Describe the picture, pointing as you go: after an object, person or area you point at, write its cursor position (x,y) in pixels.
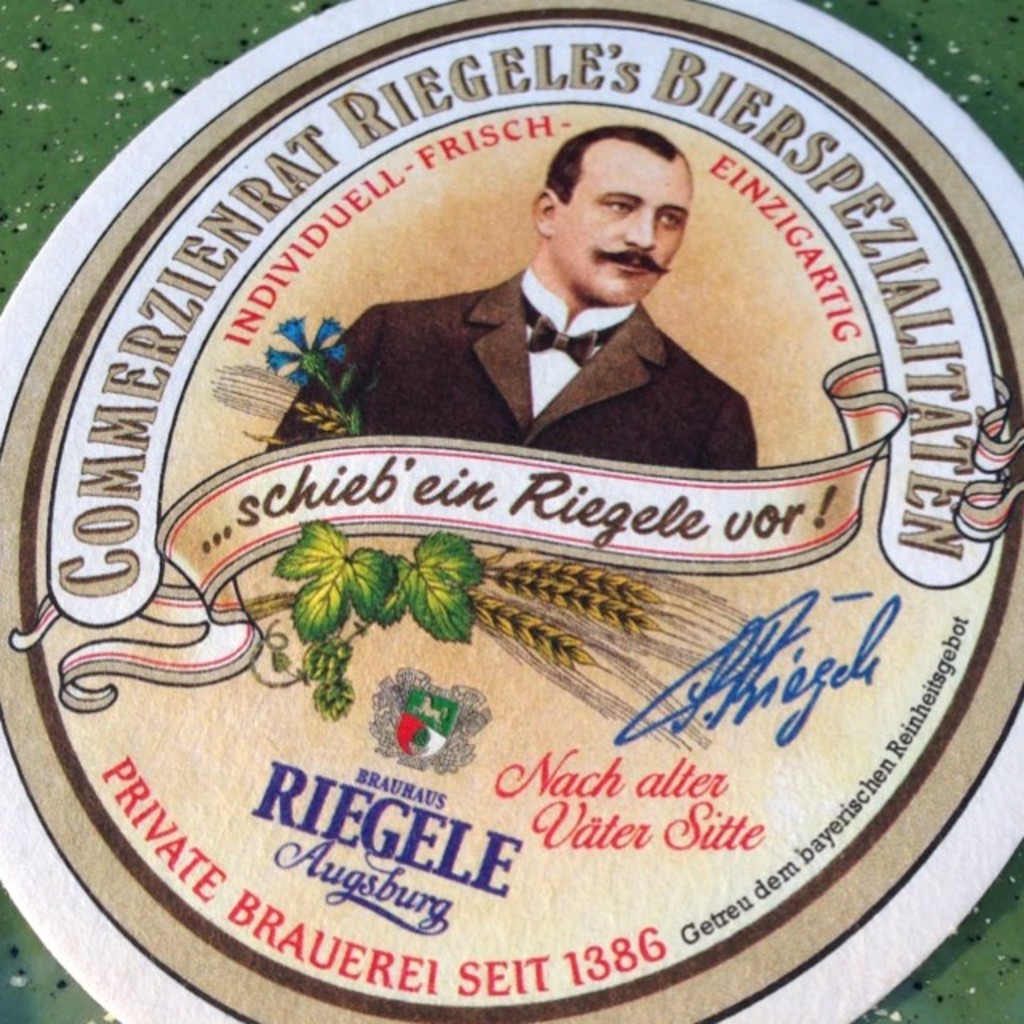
In this image we can see a poster (562,586). We can see a person (597,297), few leaves (470,604) and some text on the poster (776,310).
